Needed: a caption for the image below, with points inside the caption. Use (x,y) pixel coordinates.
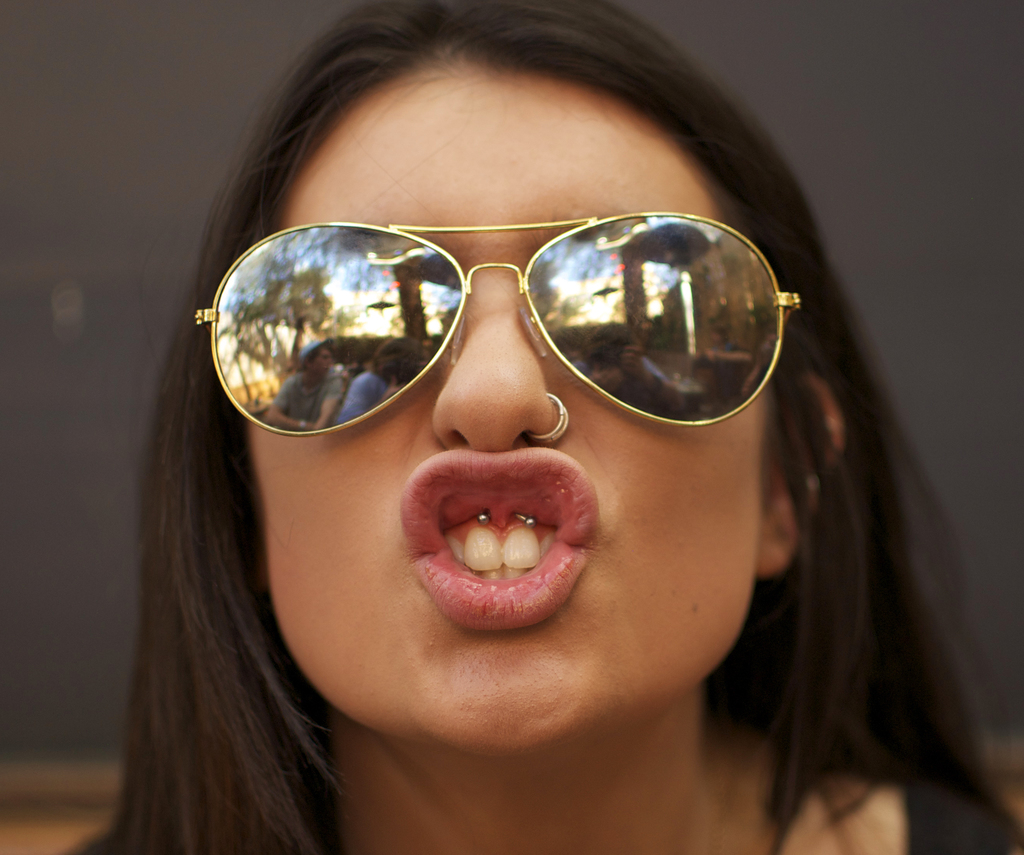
There is a woman (517,478) wearing goggles (610,292). On the lips (451,502) of the women (490,529) there are two studs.
